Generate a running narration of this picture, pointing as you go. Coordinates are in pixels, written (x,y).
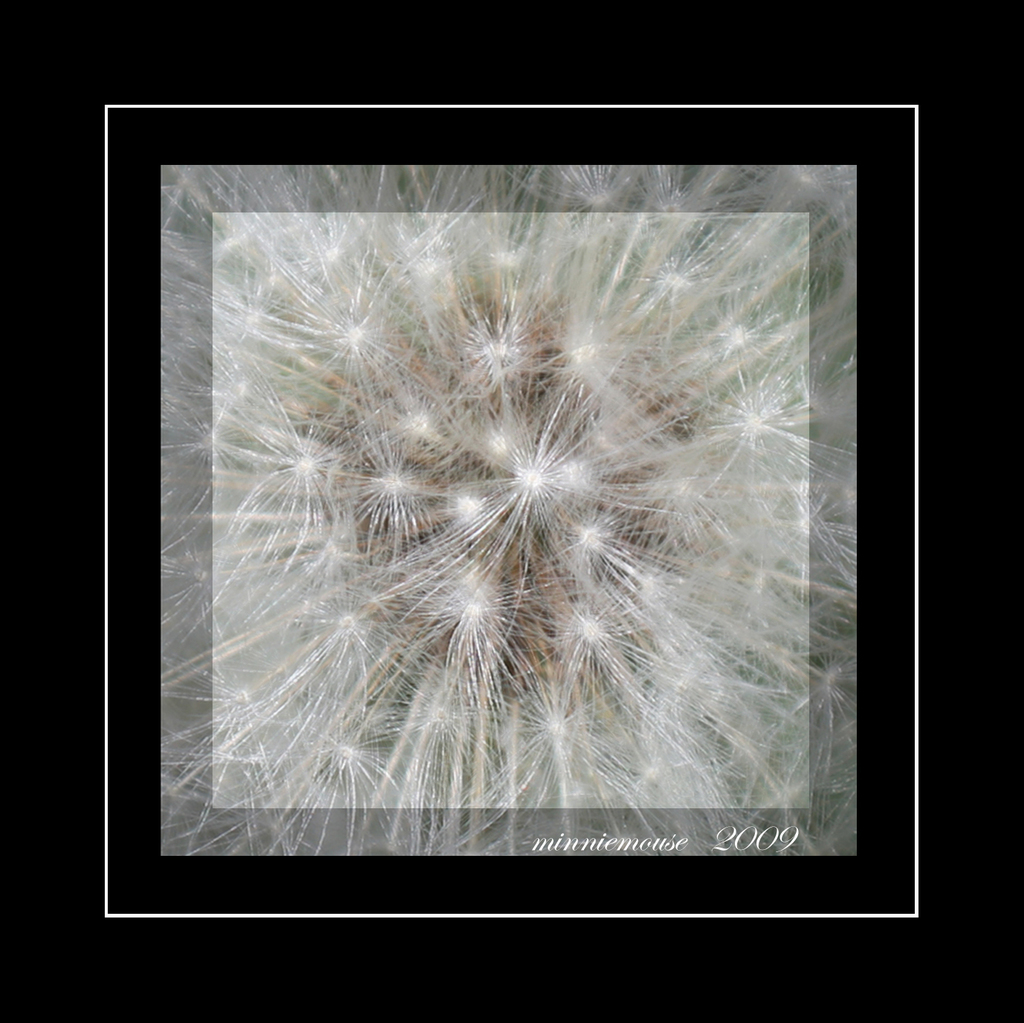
In this picture I can see the white color things (466,440) in the center (380,590) and I see something is written on the bottom right of this picture (699,850) and I see that it is black on all the sides.
